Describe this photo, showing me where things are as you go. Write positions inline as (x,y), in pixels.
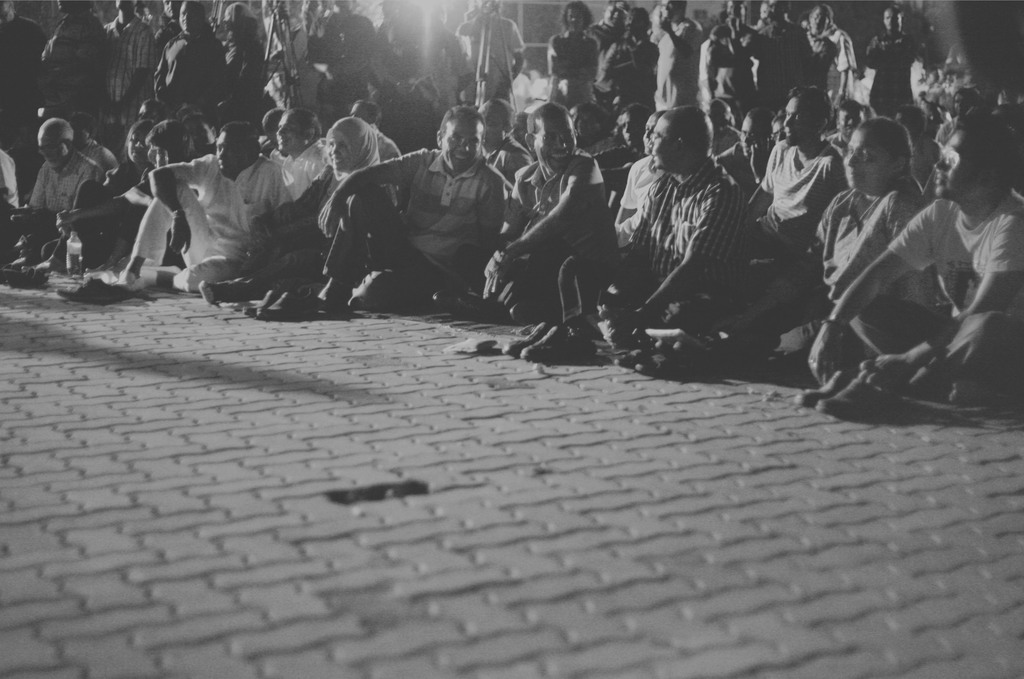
In this image I can see the black and white picture in which I can see the ground (368,487), number of persons (408,274) sitting on the ground (304,524), a bottle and number of persons (727,73) are standing on the ground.
